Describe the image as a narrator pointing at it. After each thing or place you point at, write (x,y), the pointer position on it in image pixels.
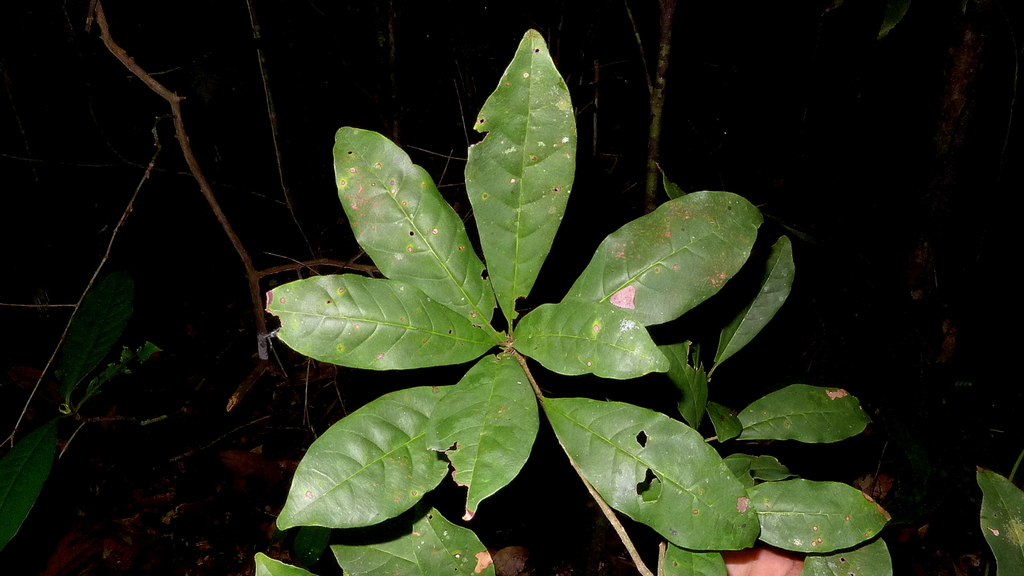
This image consist of a plant (537,333) which is in the center (475,307) and in the background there are dry branches (220,221).
